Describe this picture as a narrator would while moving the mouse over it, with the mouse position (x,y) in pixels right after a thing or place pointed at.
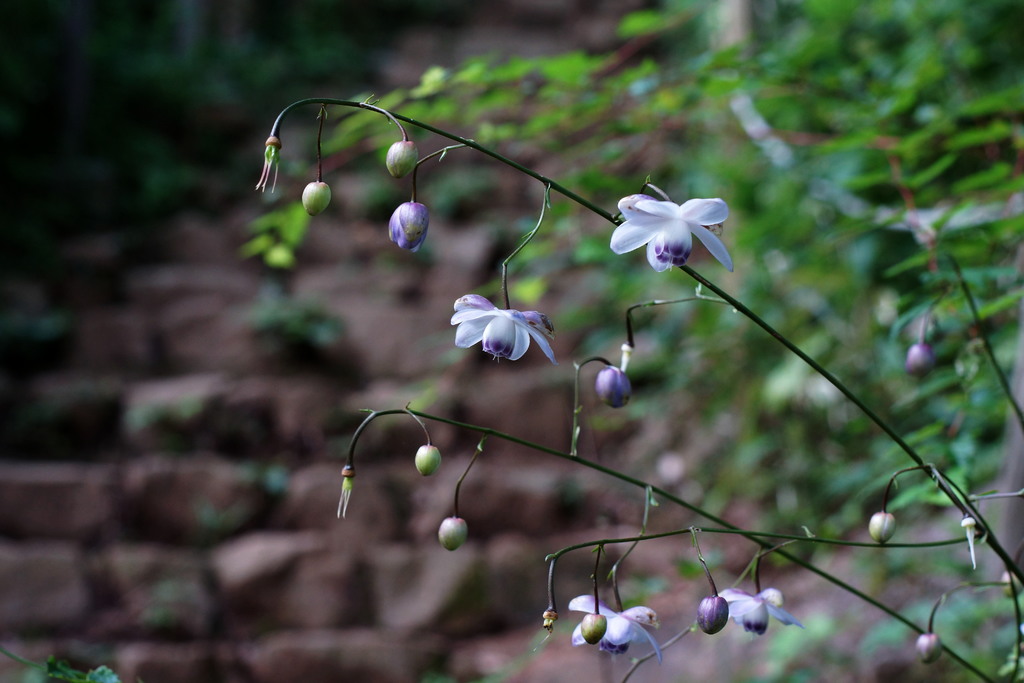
In this image I can see few flowers (415,231) in white and purple color, background (893,172) I can see plants (836,150) in green color and few stairs (423,388) in brown color.
